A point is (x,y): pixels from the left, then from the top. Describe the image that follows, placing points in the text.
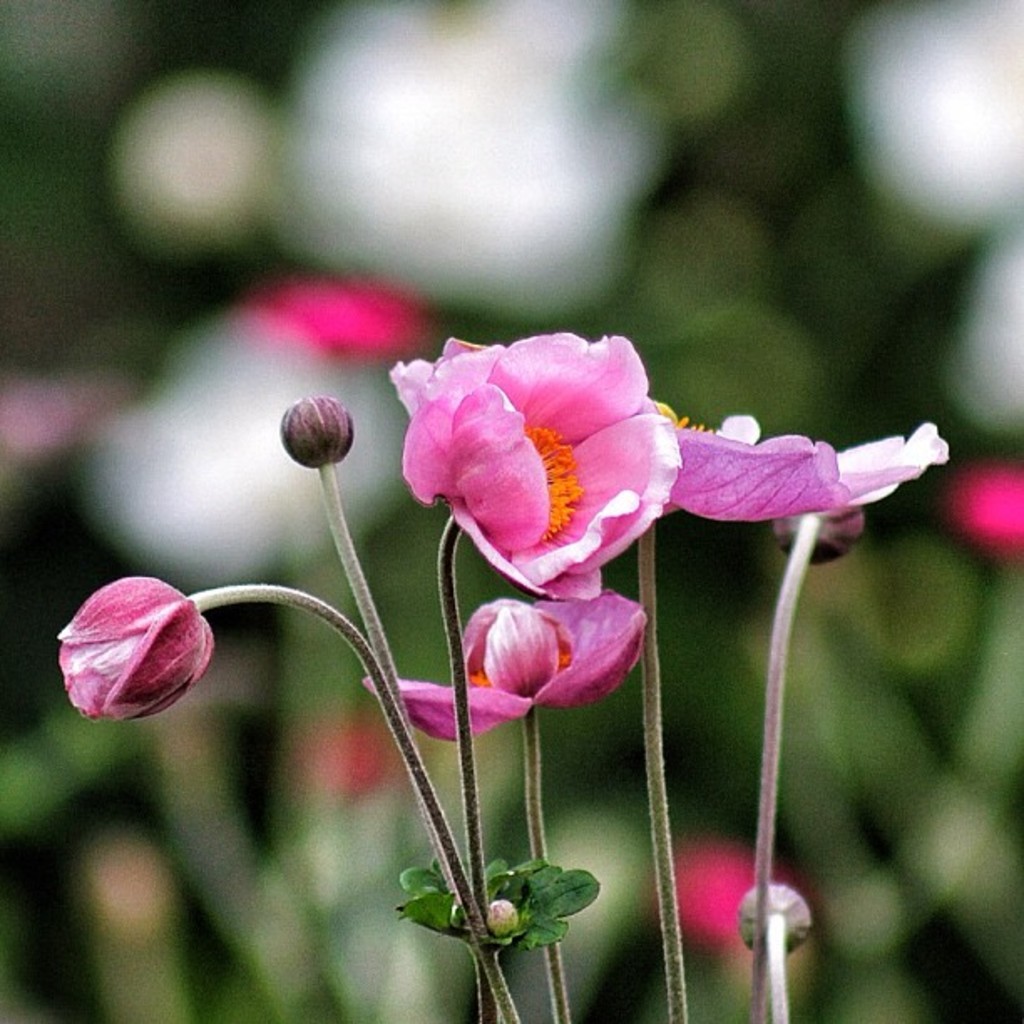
In this image there are flowers (647,483), in the background (597,852) it is blurred.
